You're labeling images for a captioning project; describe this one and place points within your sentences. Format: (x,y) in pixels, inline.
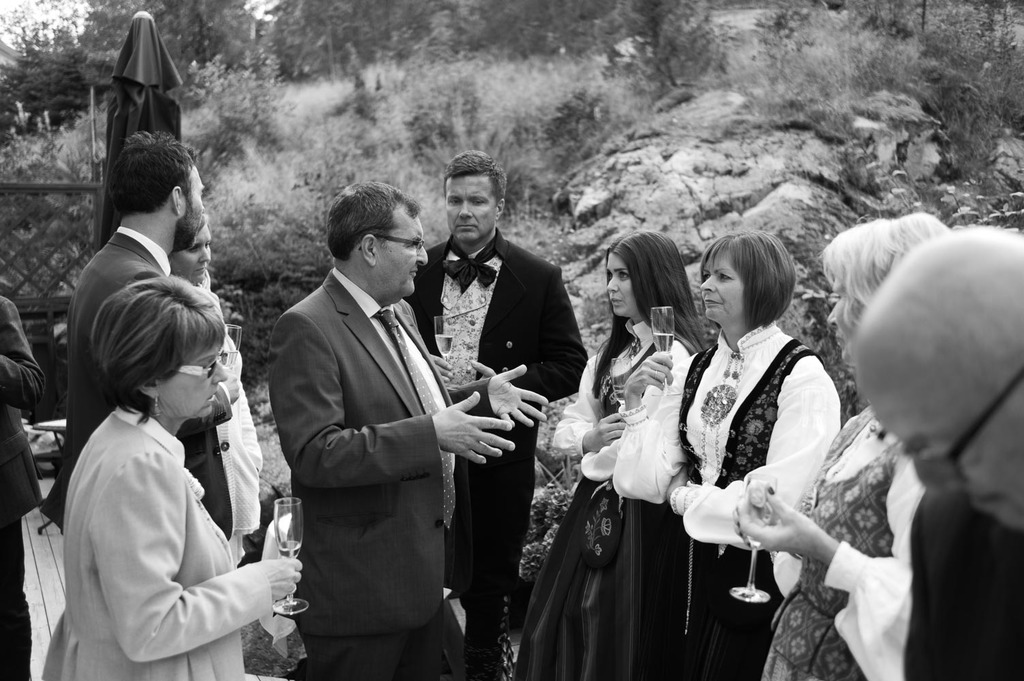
In this picture there are group of people (969,518) standing and holding the glasses (773,484) and there is a person (366,491) standing and talking. On the left side of the image (42,242) there is a wooden railing (70,200) and table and there is an umbrella (156,125). At the back (250,82) there are trees (414,47) and there are flowers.
